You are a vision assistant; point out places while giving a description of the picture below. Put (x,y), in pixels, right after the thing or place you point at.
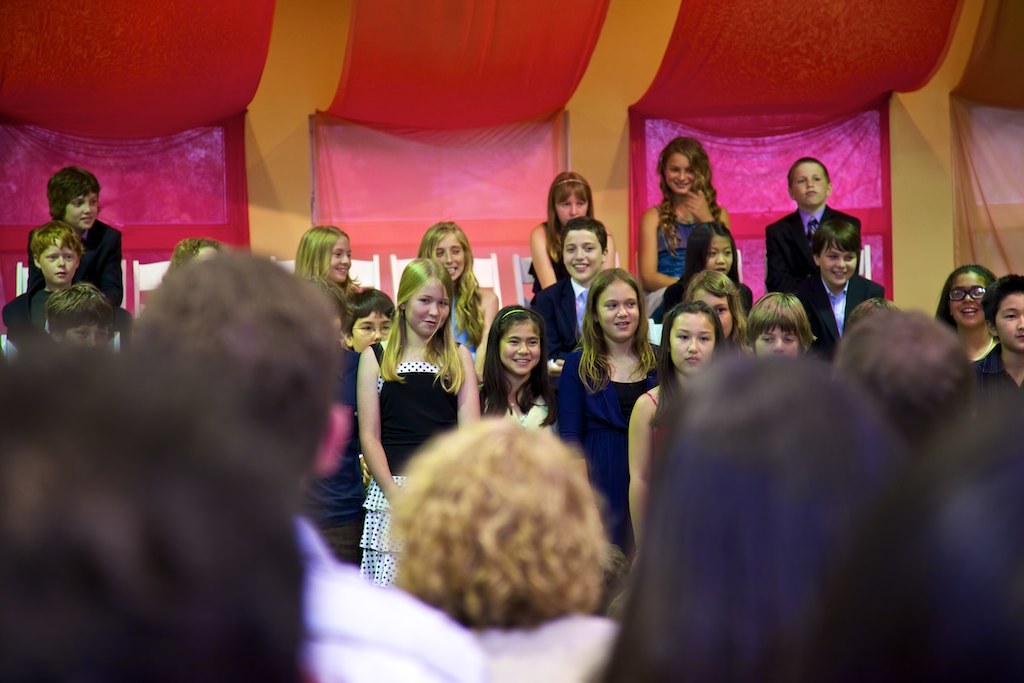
In the image we can see there are many people (520,350) standing, they are wearing clothes (561,326) and they are smiling. This is a decorative cloth (580,59) and this part of the image is blurred.
